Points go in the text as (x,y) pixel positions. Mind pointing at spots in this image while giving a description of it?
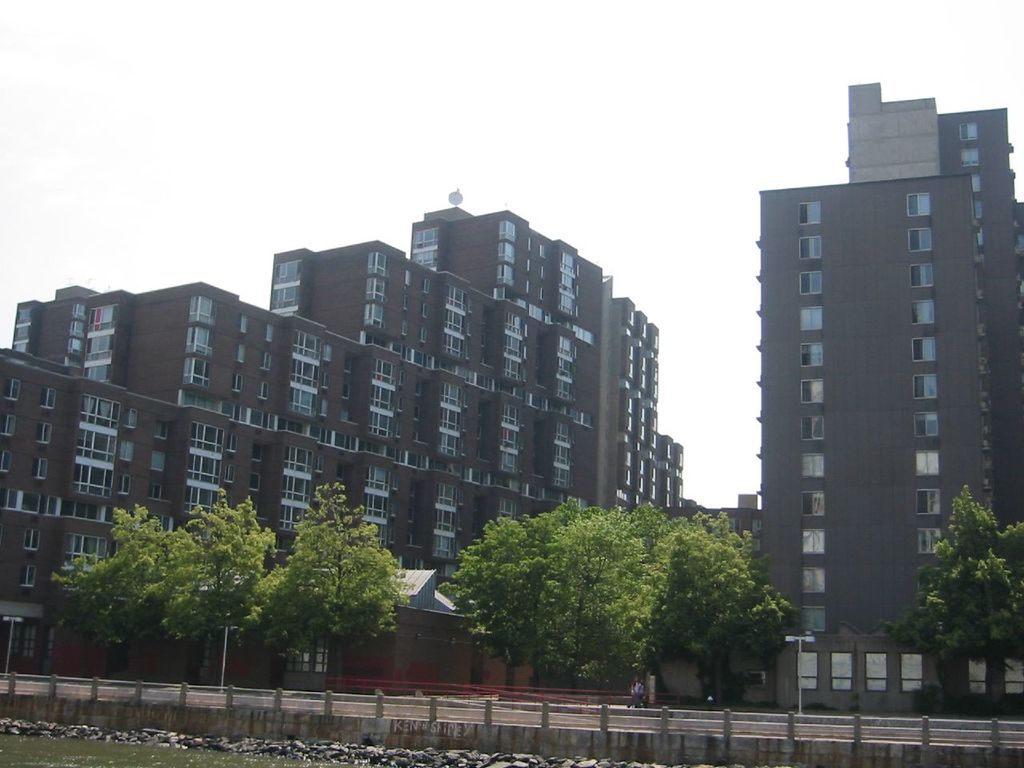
In this image I can see some buildings (407,615), in-front of them there are some trees (170,616) and road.
